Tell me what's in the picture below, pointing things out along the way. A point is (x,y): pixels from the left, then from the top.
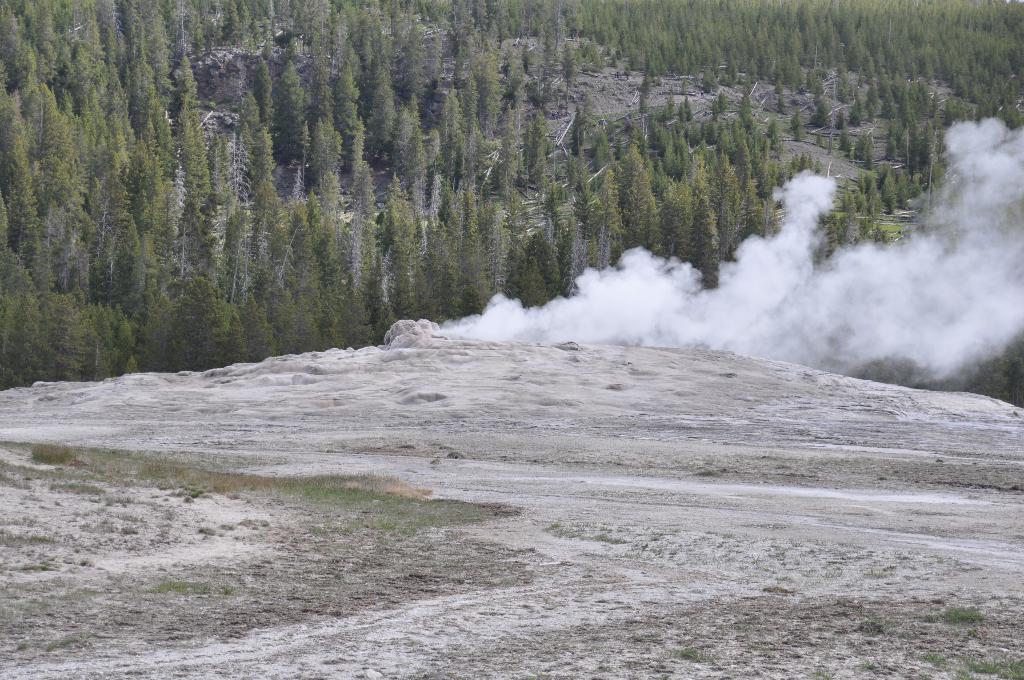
In this picture I can see ground (780,519), there is smoke (783,270), and in the background (508,174) there are trees (336,214).
